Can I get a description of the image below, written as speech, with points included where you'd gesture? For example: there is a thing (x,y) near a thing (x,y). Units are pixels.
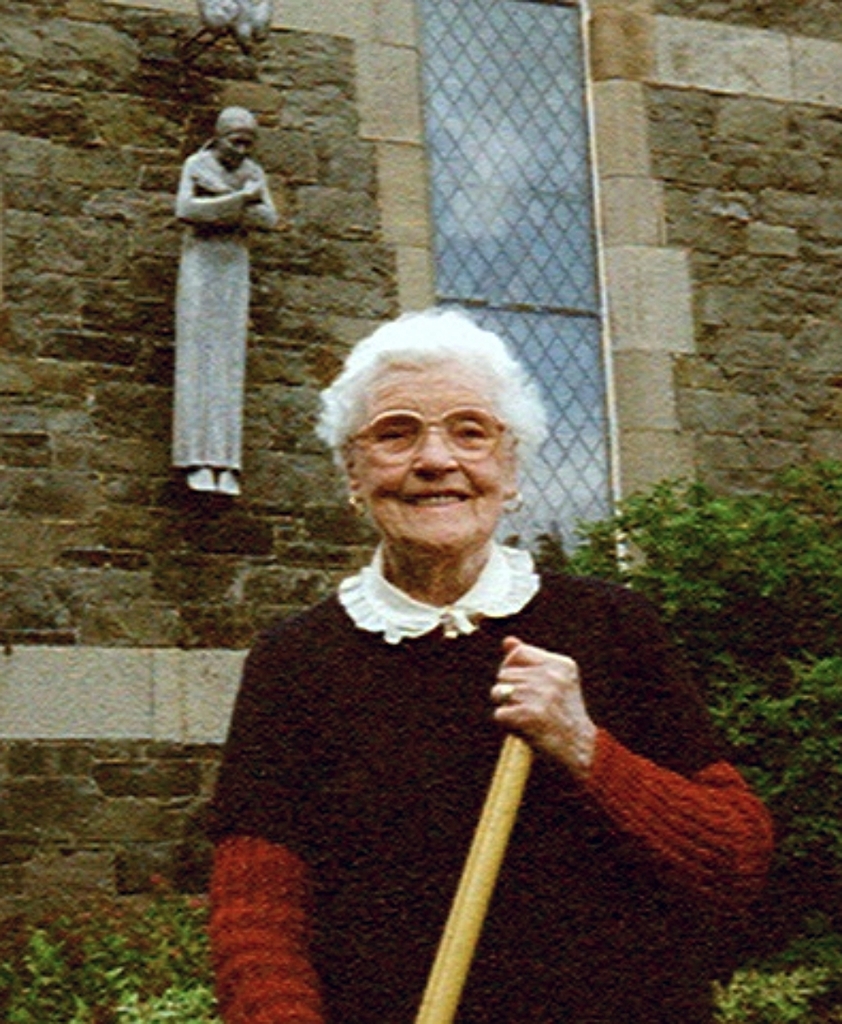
In the center of the image (456,442) we can see an old lady (712,778) is standing and holding a stick (491,855) and wearing a sweater (457,731), spectacles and smiling. In the background of the image (802,134) we can see the wall (59,712), window (575,20), plants (792,690), sculpture (212,314).
